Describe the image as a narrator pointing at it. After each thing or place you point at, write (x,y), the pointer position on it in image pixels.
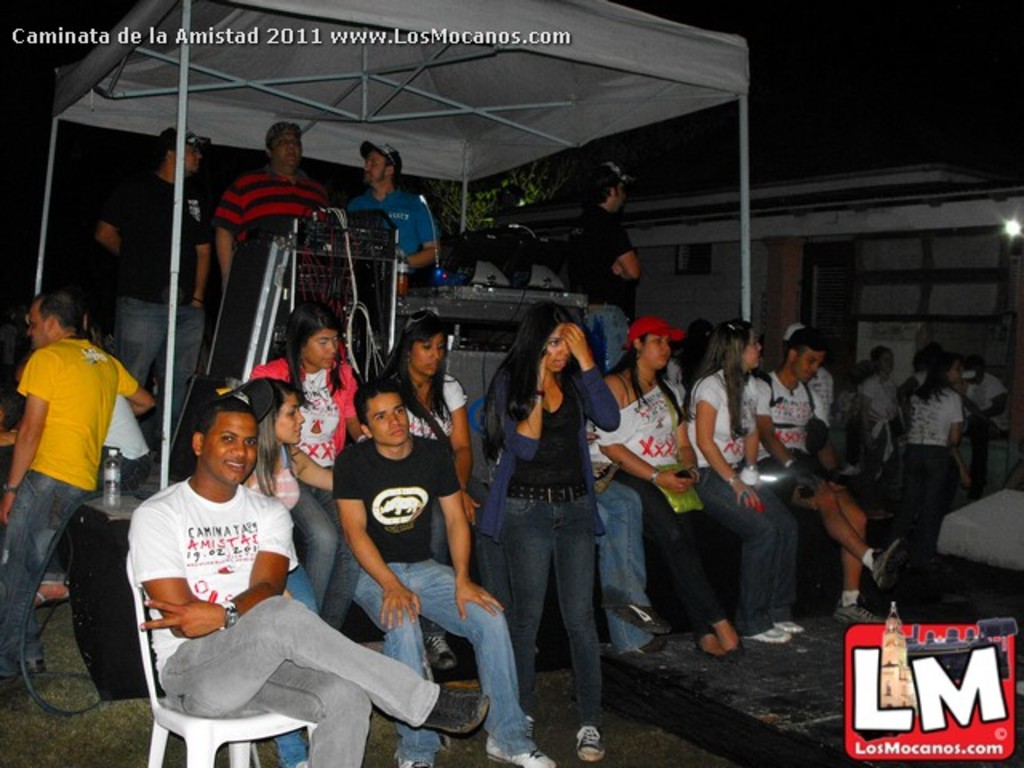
In this image I can see number of people (386,386) where few are sitting and rest all are standing. On the top of this image (571,83) I can see few poles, a tree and a white colour shed (159,115). On the right side (705,275) I can see a building (815,224) and on the left side of this image (104,470) I can see a water bottle (113,449). I can also see few wires (331,280) and few stuffs (237,314) in the centre (504,291). On the top left side (55,28) and on the bottom right corner of this image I can see watermarks (25,35). I can also see a light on the right side of this image (1016,222).
